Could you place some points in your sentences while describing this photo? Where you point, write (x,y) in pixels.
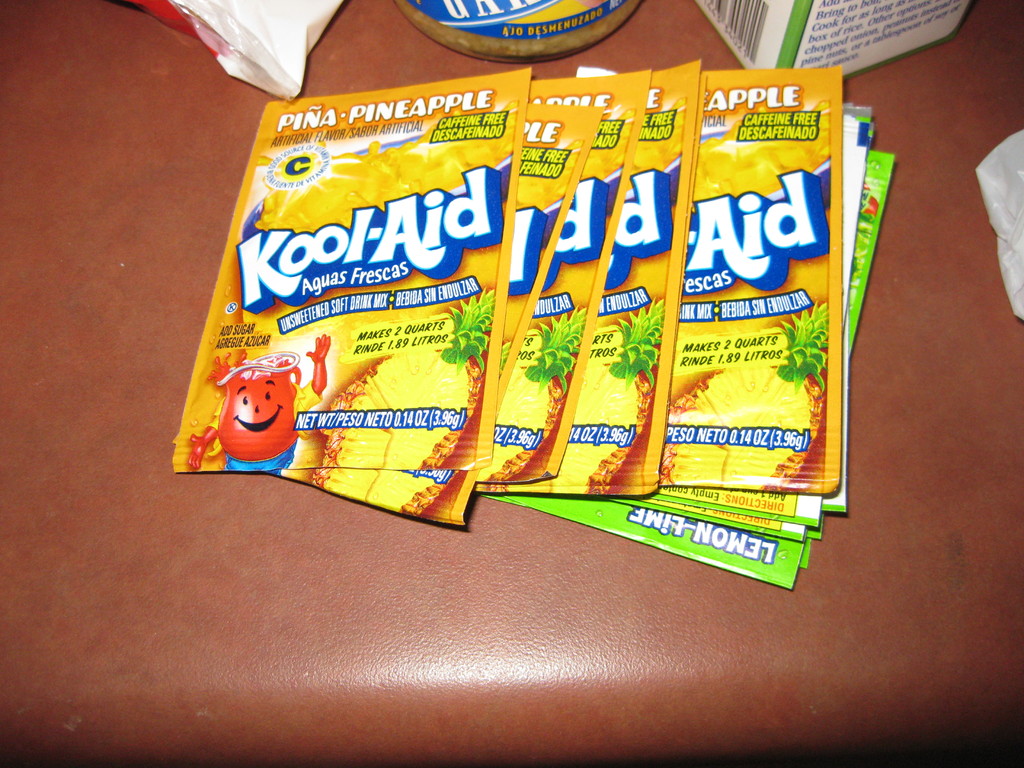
In this image I can see the colorful packets (423,392). To the side there are boxes (799,39) which are colorful. These are on the brown color surface (358,508).
